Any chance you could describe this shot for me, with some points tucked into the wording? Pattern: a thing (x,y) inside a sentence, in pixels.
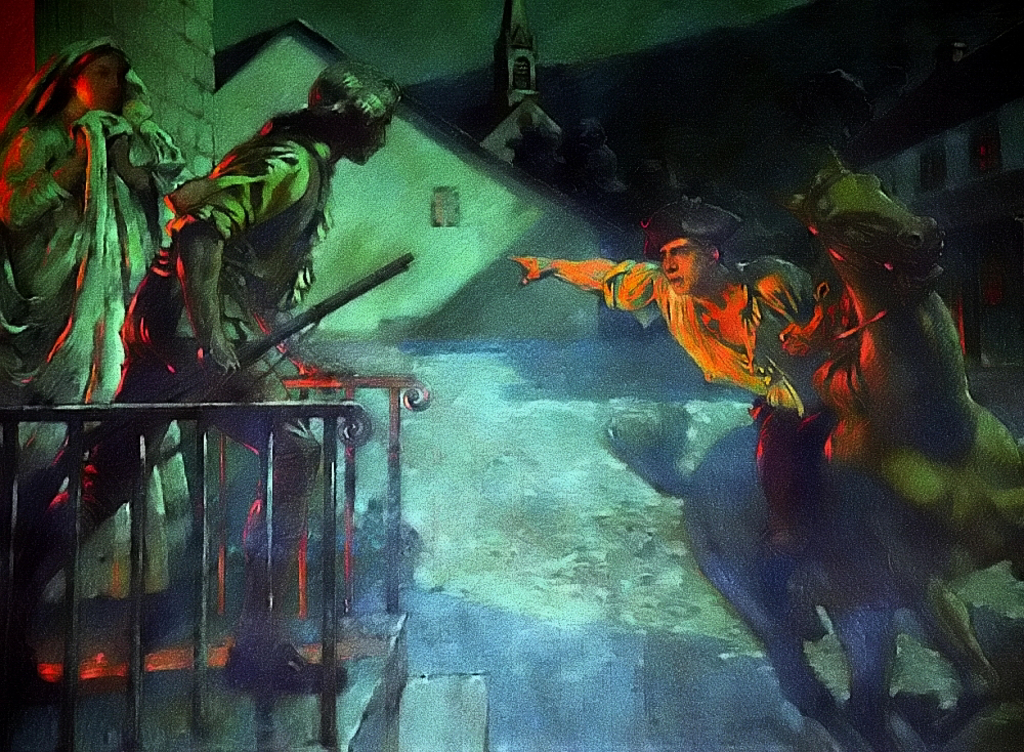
In this image I can see the painting (331,358) in which I can see few stairs (413,703), the railing (136,556), few persons (158,347) standing and a person (729,377) sitting on a horse (842,426). In the background (962,160) I can see few buildings (407,200) and the sky (401,70).
